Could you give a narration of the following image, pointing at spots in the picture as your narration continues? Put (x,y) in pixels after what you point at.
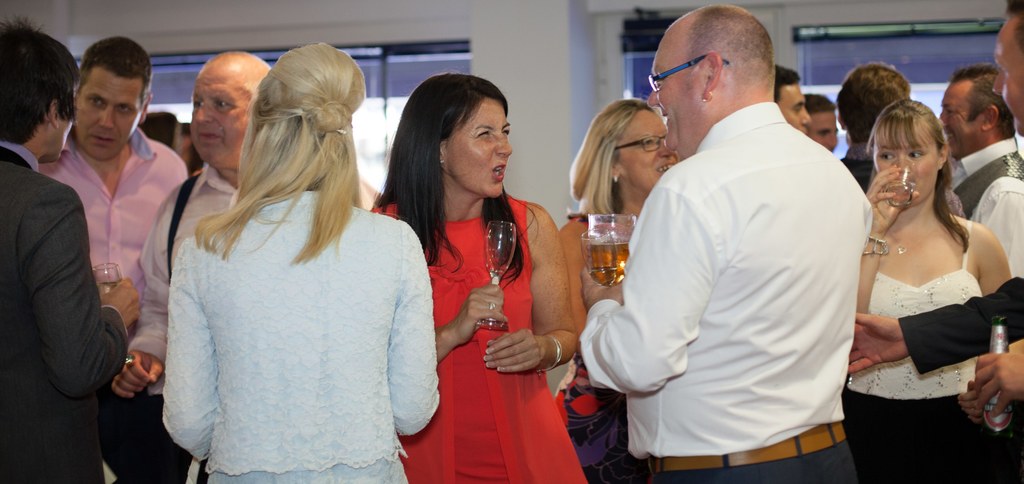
This picture is clicked inside. In the foreground (474,311) we can see the group of people (783,298) holding glasses (601,252) of drinks (587,257) and standing. On the right corner (983,323) there is a person (1021,125) holding a bottle (1006,331) and standing. In the background (490,69) we can see the windows (628,60), pillar (524,65) and the wall (397,16) and group of persons (897,111).
